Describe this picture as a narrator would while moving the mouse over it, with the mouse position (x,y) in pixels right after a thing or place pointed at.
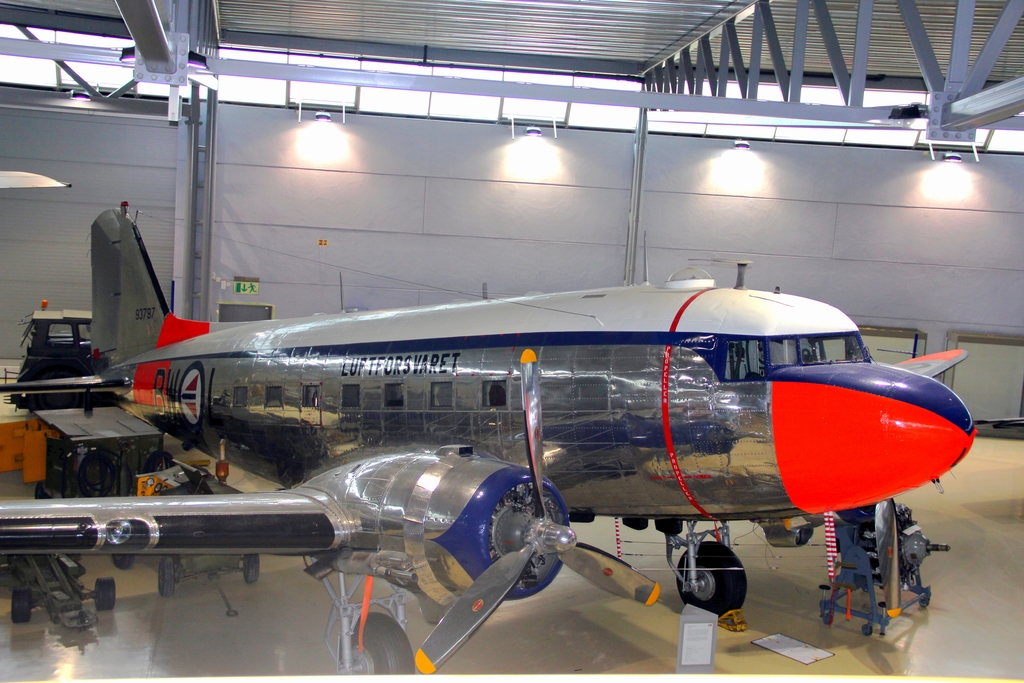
In the image I can see the floor (295,603) and on the floor (276,608) I can see an aircraft (384,419) which is silver, blue, white and red in color. I can see few other vehicles (115,421) on the floor (243,618), few lights (324,113), the wall (597,148) and the ceiling (562,31).
